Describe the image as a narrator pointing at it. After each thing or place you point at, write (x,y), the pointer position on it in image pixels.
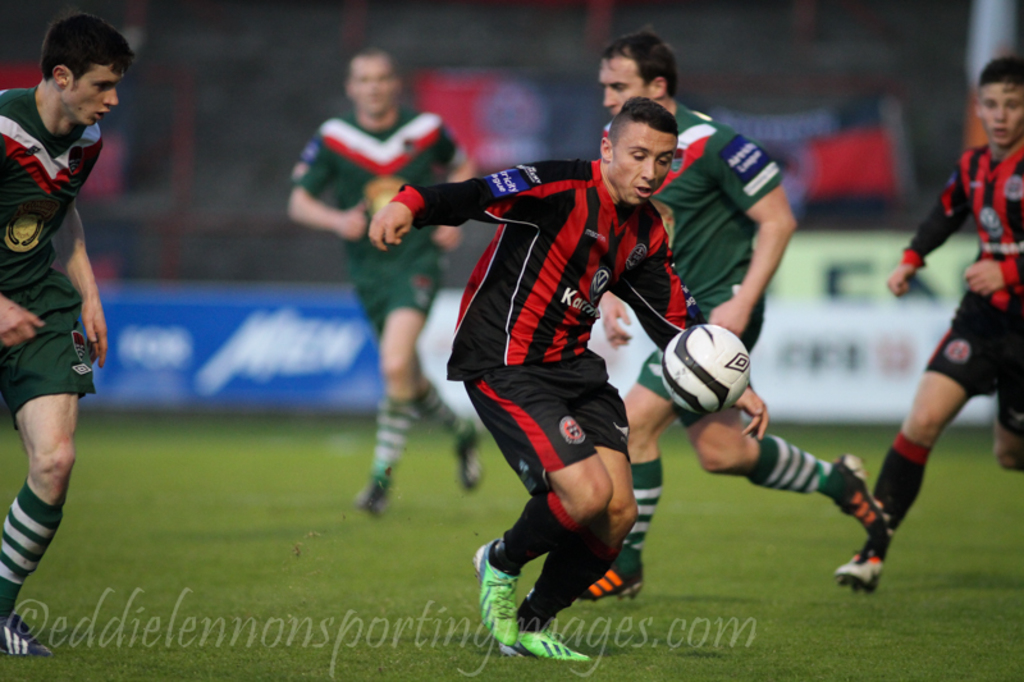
In the image we can see there are people (571,248) standing on the ground (2,511) and the ground (306,571) is covered with grass (466,615). There is a football (733,341) in the air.
